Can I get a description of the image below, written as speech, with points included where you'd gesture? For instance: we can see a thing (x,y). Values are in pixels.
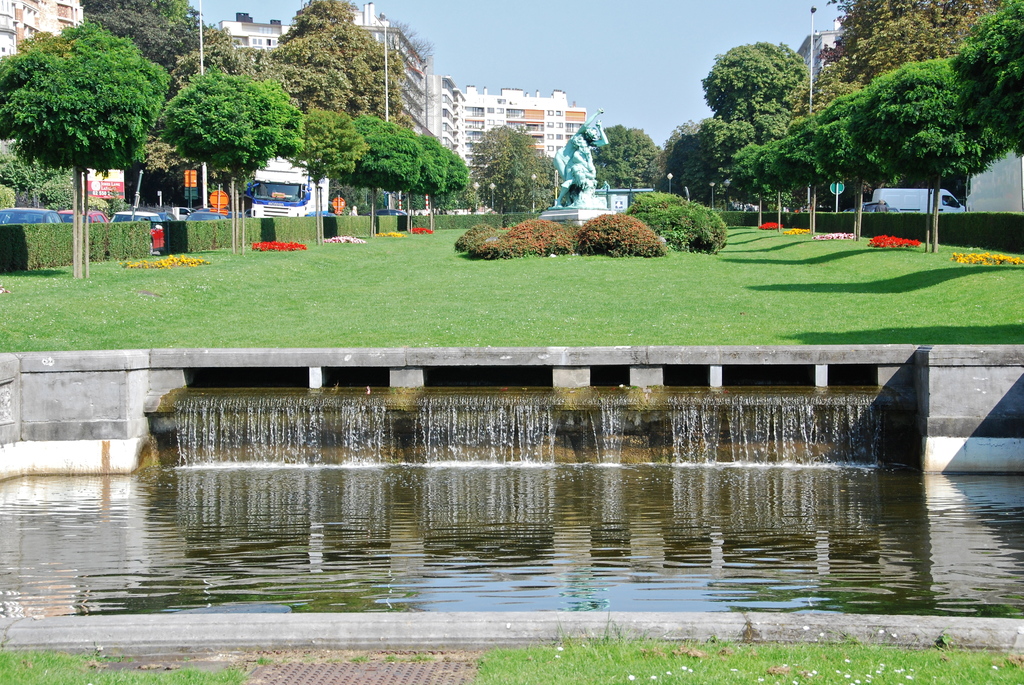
In this image we can see the water (463,550), grass (450,238), trees (316,159), plants (1022,216), flowers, vehicles (998,162), sculpture (577,144), street lights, we can see the buildings (67,18), at the top (735,10) we can see the sky (735,10).
